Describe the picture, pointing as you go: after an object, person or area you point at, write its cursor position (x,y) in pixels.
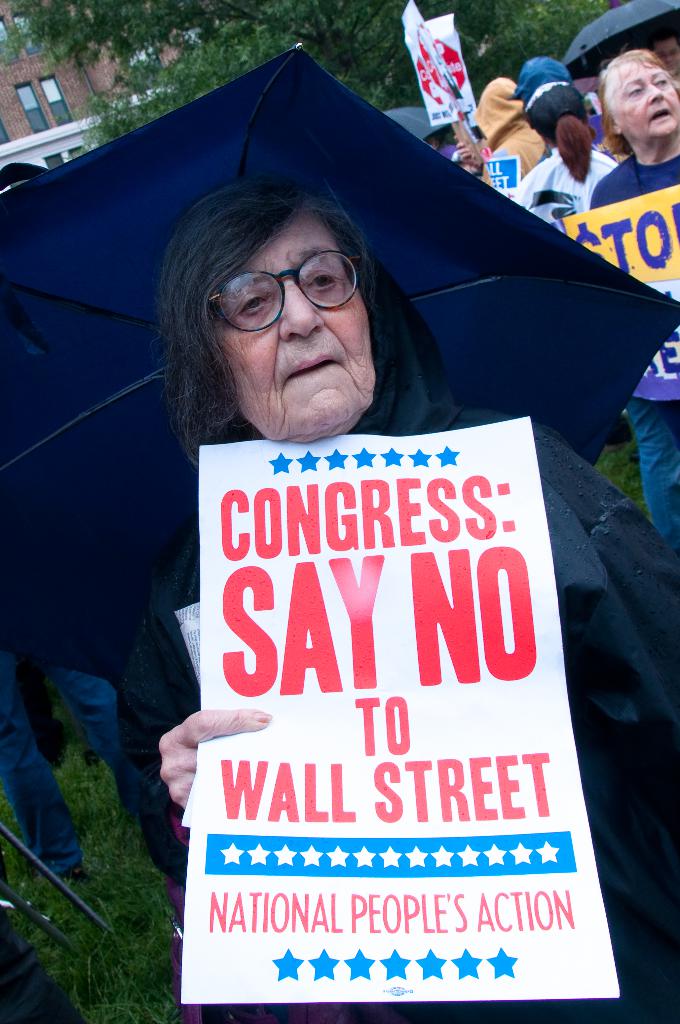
In the picture we can see an old woman (624,827) standing on the grass surface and she is holding a poster (544,847) written on it Congress say no to wall street and she is holding an umbrella (5,450) which is blue in color and behind her we can see some people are standing and in the background (85,111) we can see a tree (194,94) and beside it we can see a building (35,84) with some windows (29,90) and glasses (62,115) to it.
